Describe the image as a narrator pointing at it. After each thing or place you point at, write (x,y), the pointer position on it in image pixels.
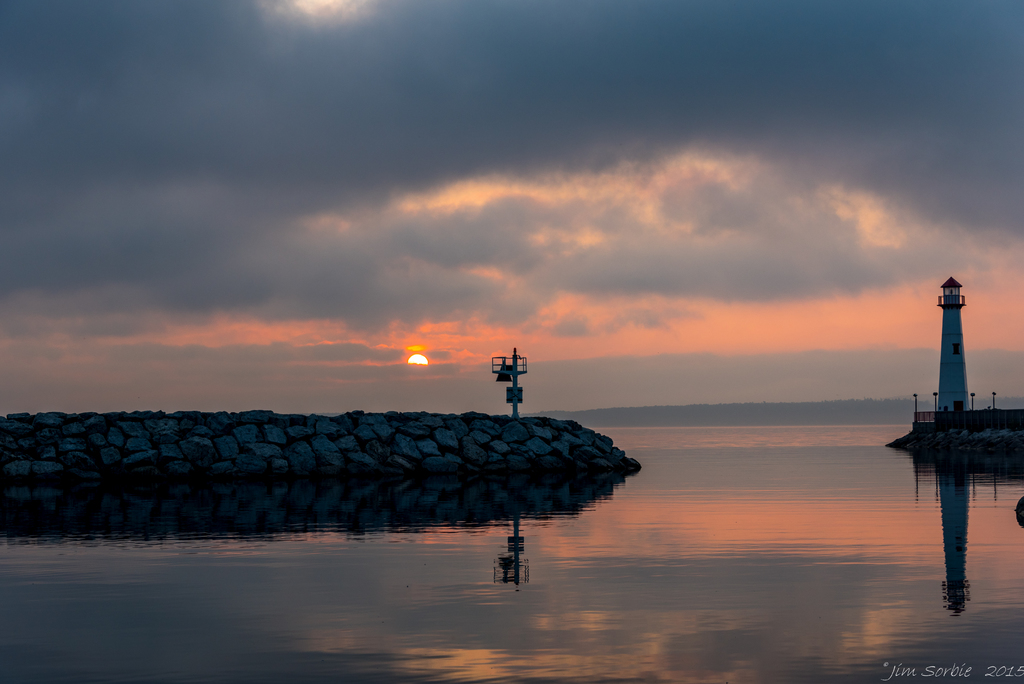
In this image we can see rocks (466,436), lighthouse (947,376), fencing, pole (508,372), water (637,576), sun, sky (627,347) and clouds (564,252).
